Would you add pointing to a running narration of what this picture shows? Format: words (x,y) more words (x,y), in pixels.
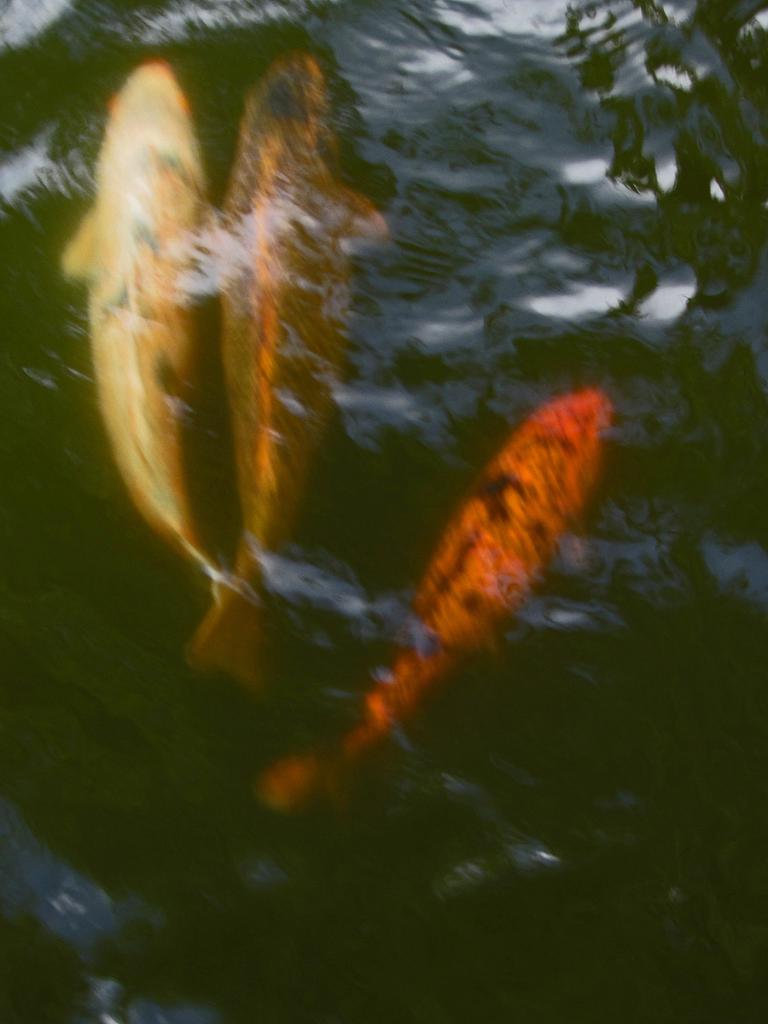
There are three fishes (550,447) swimming in the water (505,677).
